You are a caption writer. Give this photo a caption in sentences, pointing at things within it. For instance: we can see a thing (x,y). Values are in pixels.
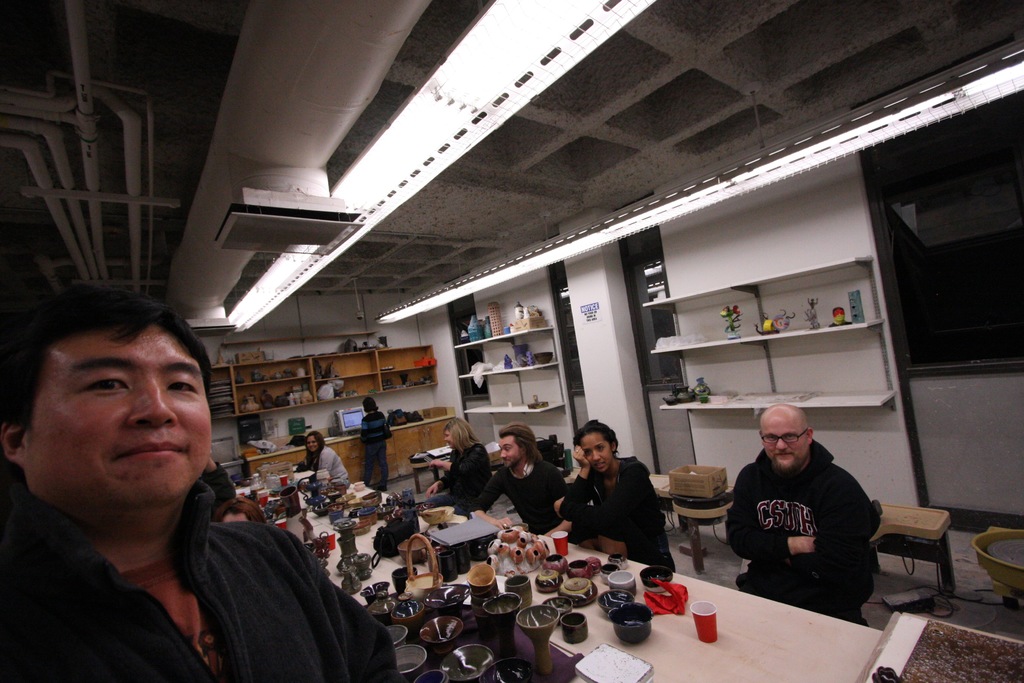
In this image we can see the people (196,530). We can also see the table (499,583) and on the table (535,600) we can see the bowls (565,584), cups (447,573) and also some other objects (291,494). In the background (340,422) we can see the monitor (358,426) on the counter (353,443). We can also see some racks (491,336) with the objects (478,367). We can also see the floor (968,540) and at the top (224,58) we can see the ceiling (508,185) with the ceiling lights (541,22).
